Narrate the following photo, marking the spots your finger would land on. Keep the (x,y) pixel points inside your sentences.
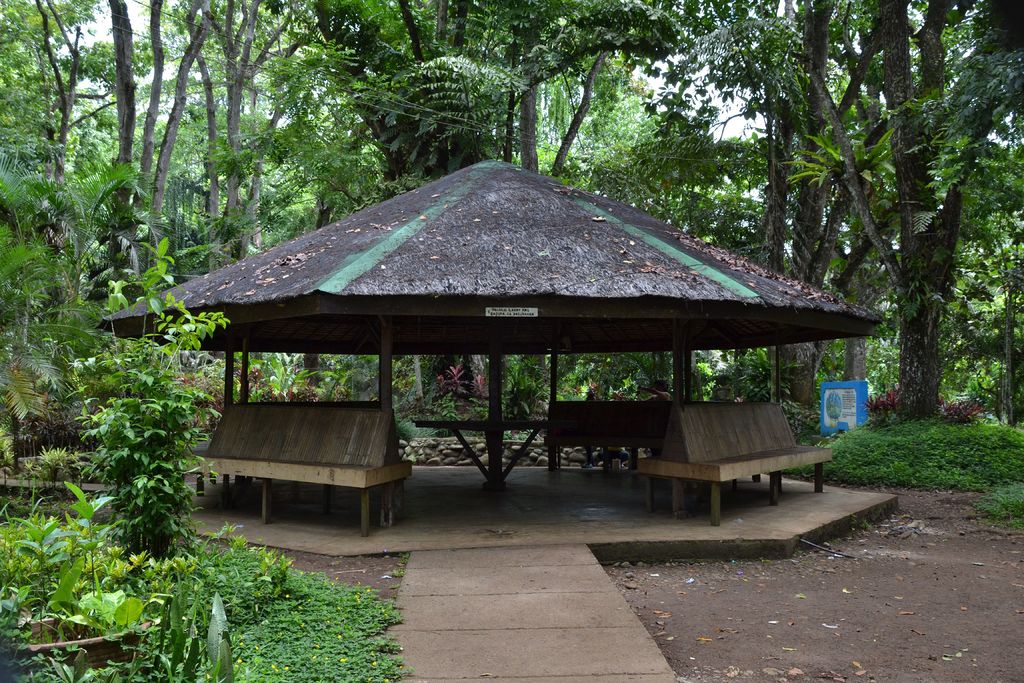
In this image we can see a shelter (681,395), wooden chairs (321,426) and other objects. In the background of the image (360,203) there are trees (734,148), plants (968,407), name board (833,389) and the sky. On the left side of the image (161,410) there are plants (145,587) and trees (41,401). At the bottom of the image (599,609) there is a walkway (599,638) and ground (769,635).
